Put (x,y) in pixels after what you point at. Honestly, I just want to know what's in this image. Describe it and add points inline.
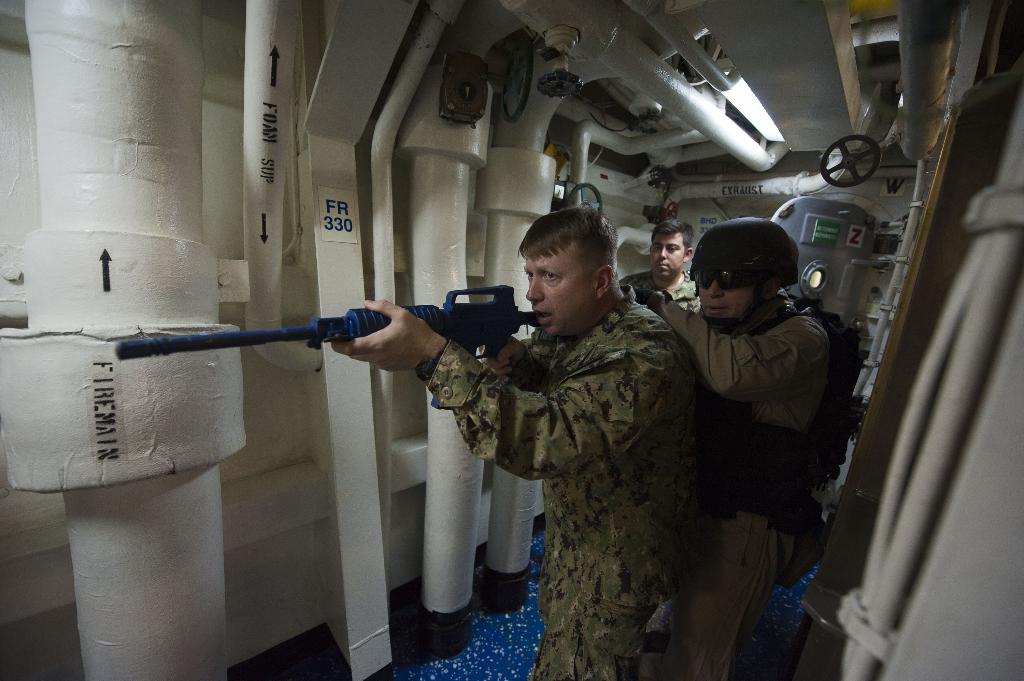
In this picture there are some military men (531,394) with gun (467,337) standing inside the ship tunnel (249,443). Behind there is a ship door (818,249) and some pipes (458,188) on the top (786,144).
